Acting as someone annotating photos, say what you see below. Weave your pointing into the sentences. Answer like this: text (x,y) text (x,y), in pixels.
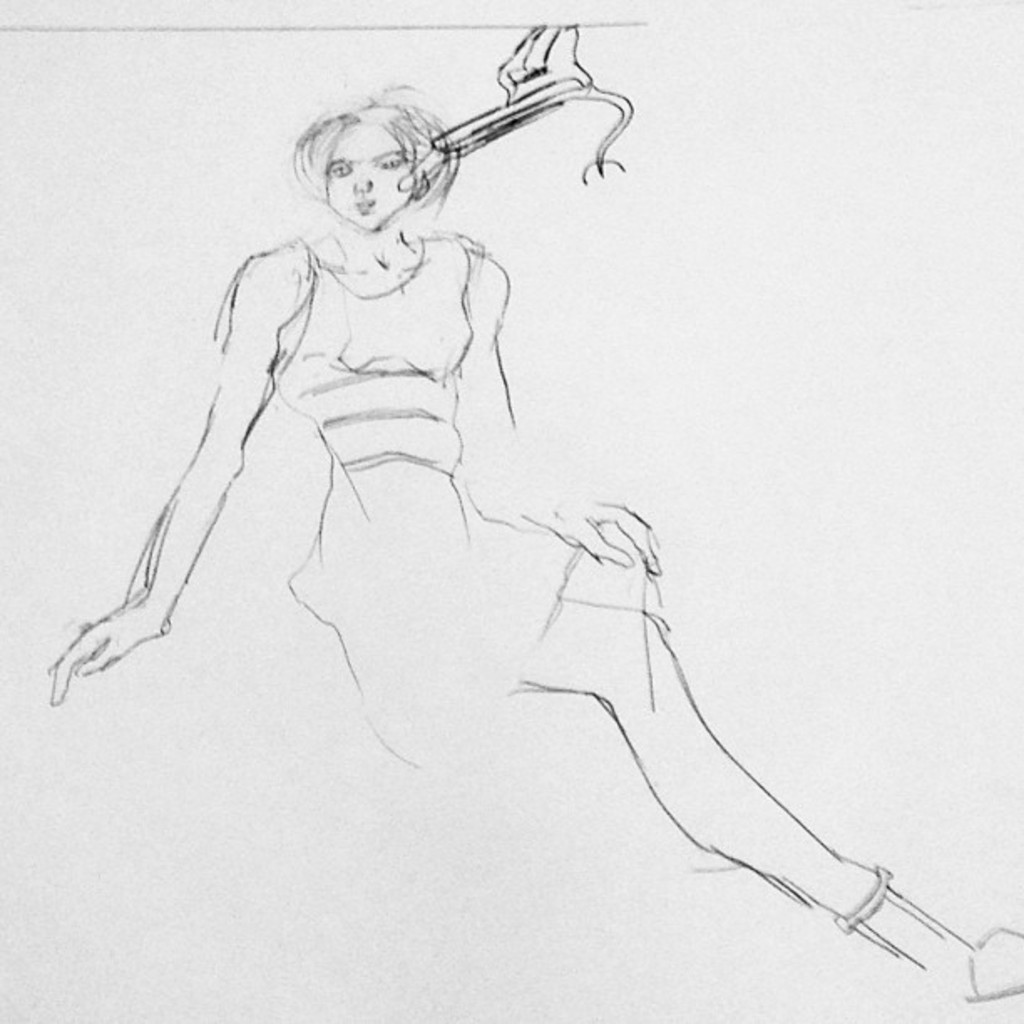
This image consists of a paper (464,809) with a sketch (344,635) of a woman (538,639) in the middle of the image (425,436).
